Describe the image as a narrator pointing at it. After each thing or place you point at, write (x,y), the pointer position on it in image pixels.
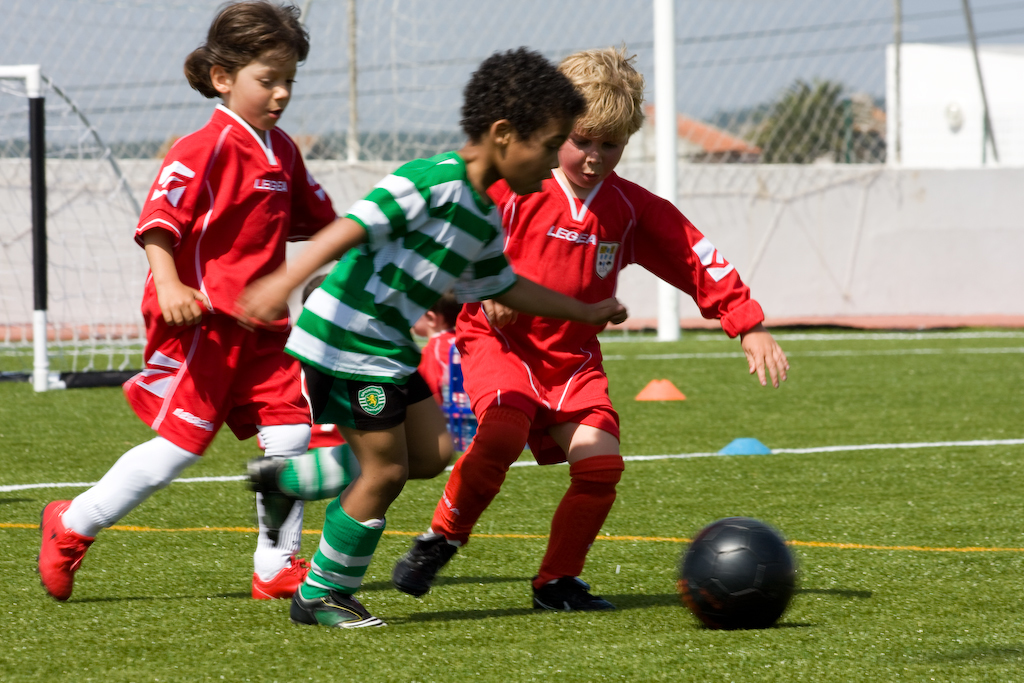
In the middle (360,289) a boy (384,522) is running, he wore green and white color t-shirt (428,290). Beside him there is another boy (548,191) running he wore red color dress (545,326). On the left side (253,10) a girl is also running, she wore red color dress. There is a football (729,598) in black color in the ground (916,556), at the back side (645,87) there is the net (648,91).
